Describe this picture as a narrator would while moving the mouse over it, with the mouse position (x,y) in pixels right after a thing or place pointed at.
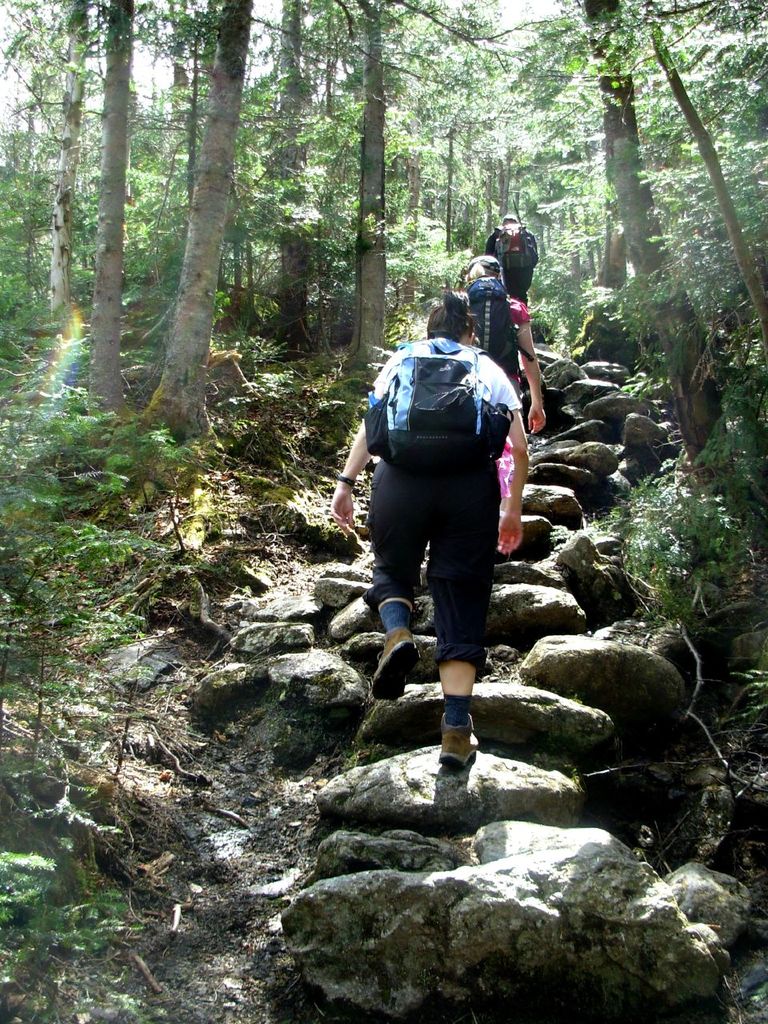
In this image, we can see persons (403,485) in between trees (670,187). These persons (507,388) wearing clothes (456,611) and bags (435,403).
